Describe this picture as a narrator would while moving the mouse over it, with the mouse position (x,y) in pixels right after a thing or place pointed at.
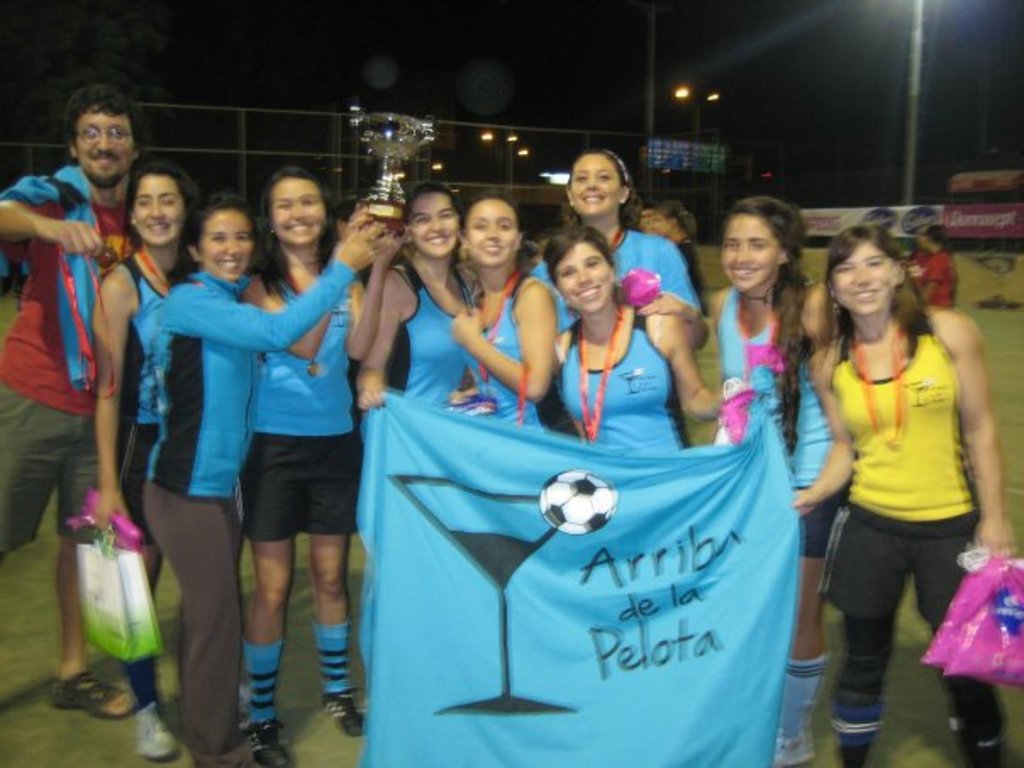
In this image we can see few people (360,277) standing. Some are wearing medals (898,389) and some are holding trophy (398,221). Two persons (134,466) are holding packets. And there is a banner (614,539) with text (604,568) and logo (567,495). In the back (952,233) we can see lights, also there are banners (829,227) with text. And there are stands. Also there is a tree (125,43). In the background (727,70) it is dark.
